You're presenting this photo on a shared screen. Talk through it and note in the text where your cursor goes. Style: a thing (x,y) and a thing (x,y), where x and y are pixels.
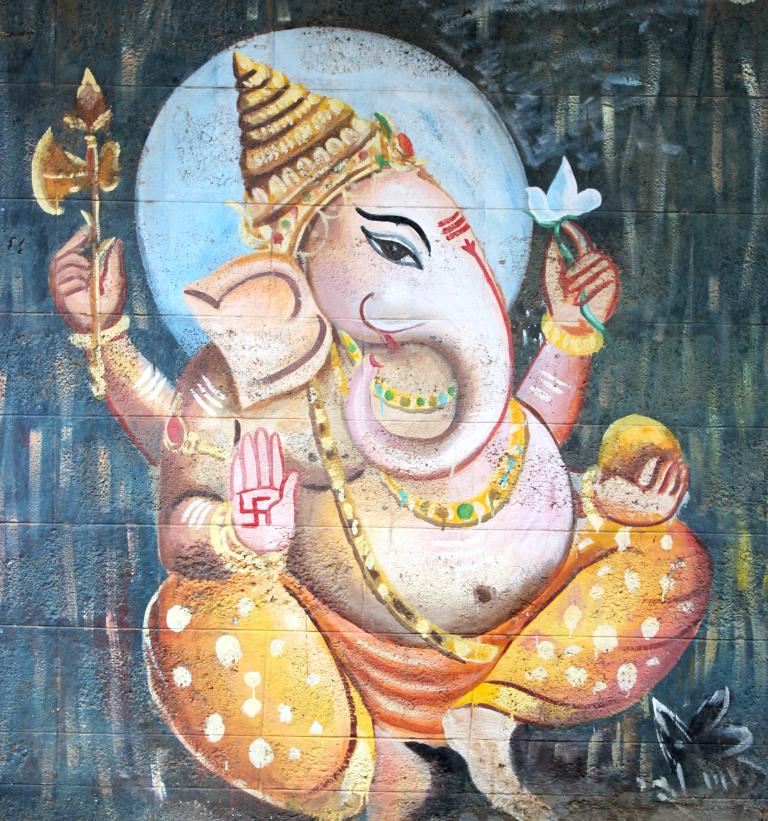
There is a painting (447,381) of an idol (447,381) in the image.
